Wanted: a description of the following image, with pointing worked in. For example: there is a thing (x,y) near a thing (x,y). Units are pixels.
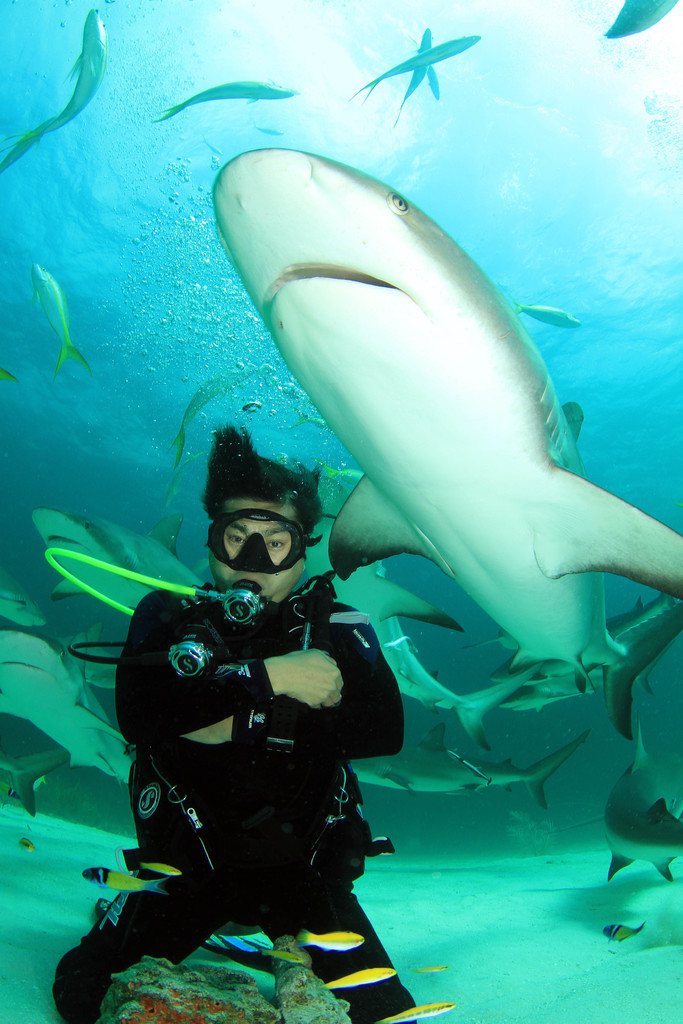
This image is taken under water (602,403). There is a person (89,986) wearing a swimsuit (353,747). There are fishes (292,220).
